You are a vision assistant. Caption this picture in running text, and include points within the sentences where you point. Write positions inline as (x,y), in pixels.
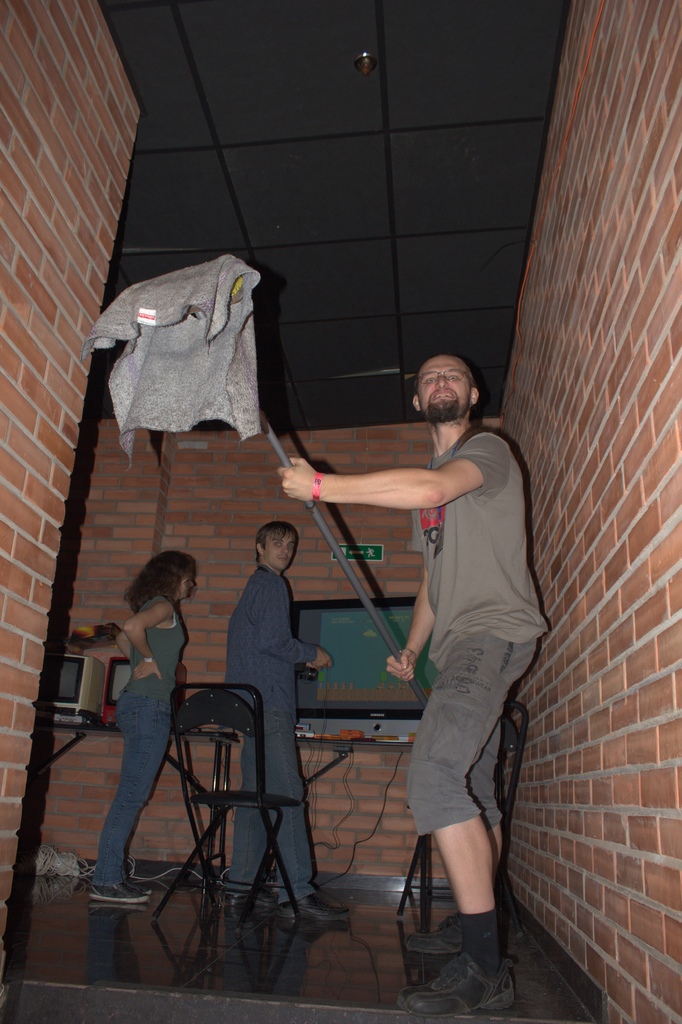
In this image there is a person (466,633) holding some object (262,410). Behind him there are a few other people (300,820). There are chairs (278,801). There is a TV (374,705) on the table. On the left side of the image (121,685) there are computers (124,683) on the table (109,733). In the background of the image (100,764) there are brick walls (590,465). At the bottom of the image (281,990) there is a floor (266,996).
